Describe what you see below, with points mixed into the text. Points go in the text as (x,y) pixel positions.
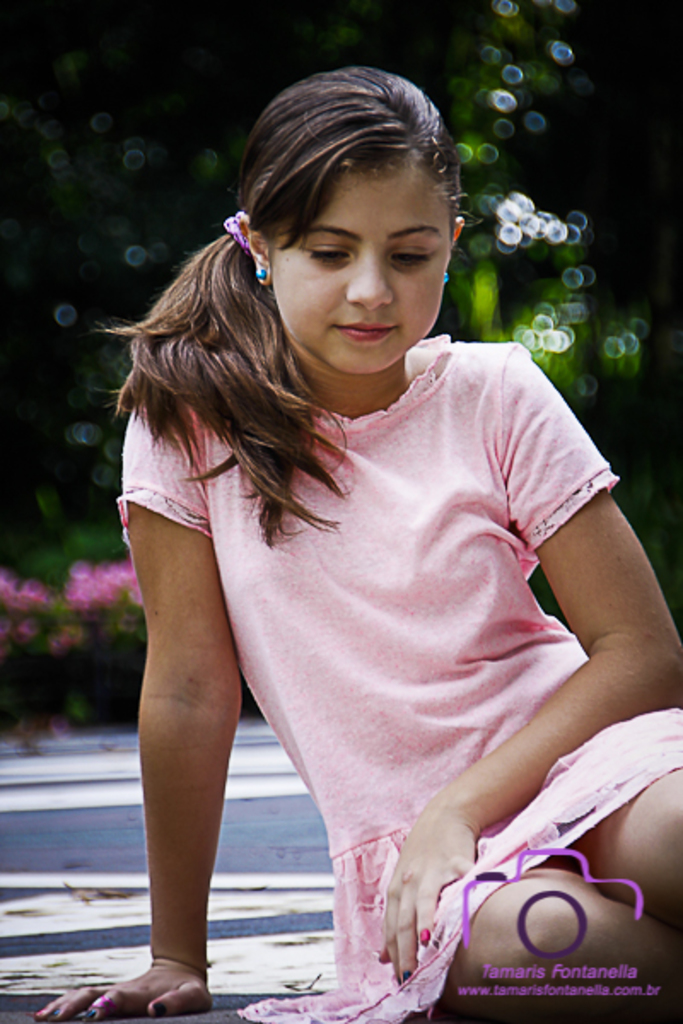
In the front of the image (285,506) we can see a girl (377,750). In the background (624,478) it is blur. At the bottom right side of the image (608,896) there is a watermark (606,968).
